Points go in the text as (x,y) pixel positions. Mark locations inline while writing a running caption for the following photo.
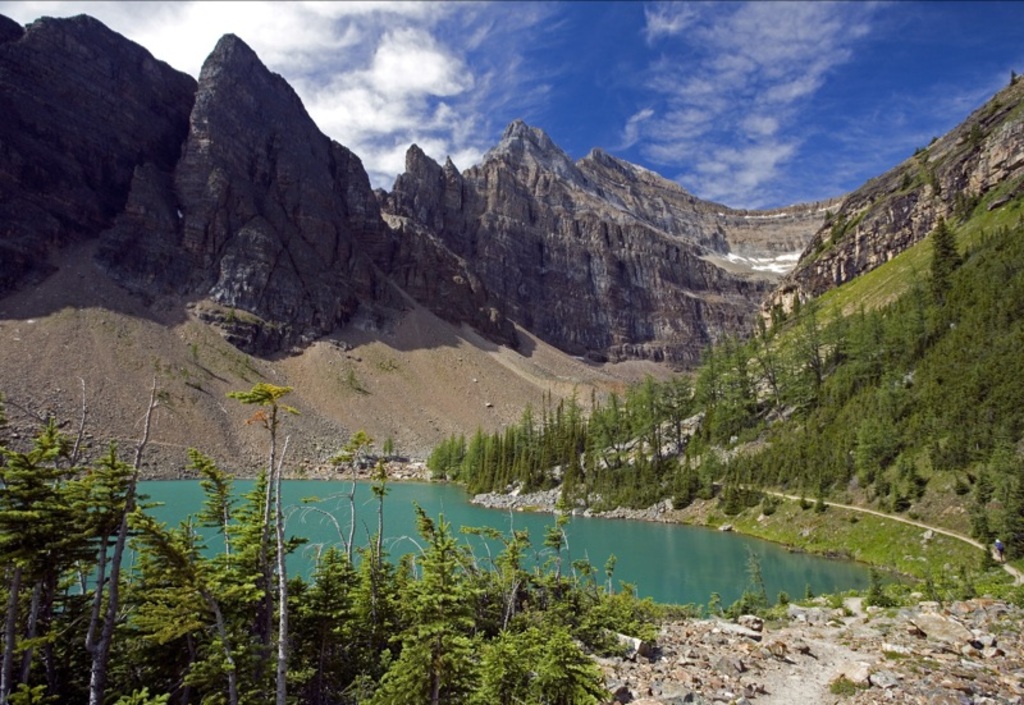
This picture consists of the lake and the hill (787,537), around the lake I can see trees (757,346), at the top (593,66) I can see the sky (820,116).
